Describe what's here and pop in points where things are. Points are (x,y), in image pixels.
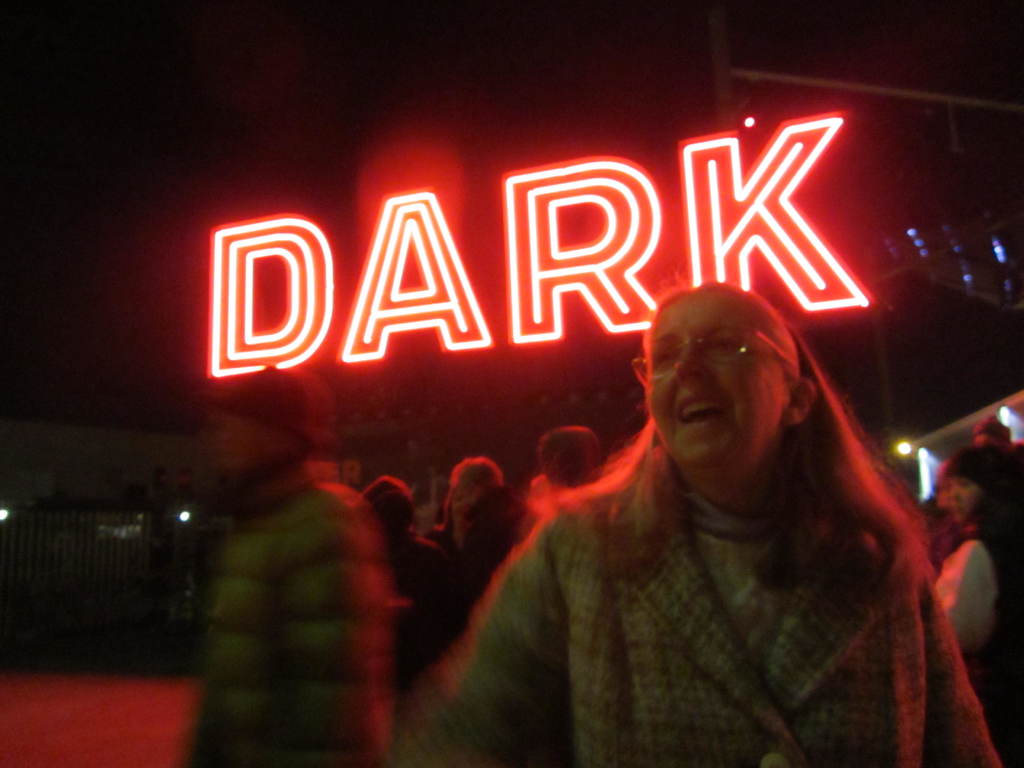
In the foreground of this picture (503,520) we can see the group of persons (561,507). In the background (921,245) we can see the lights (754,122) and the text (511,205) and some other objects (106,520).
